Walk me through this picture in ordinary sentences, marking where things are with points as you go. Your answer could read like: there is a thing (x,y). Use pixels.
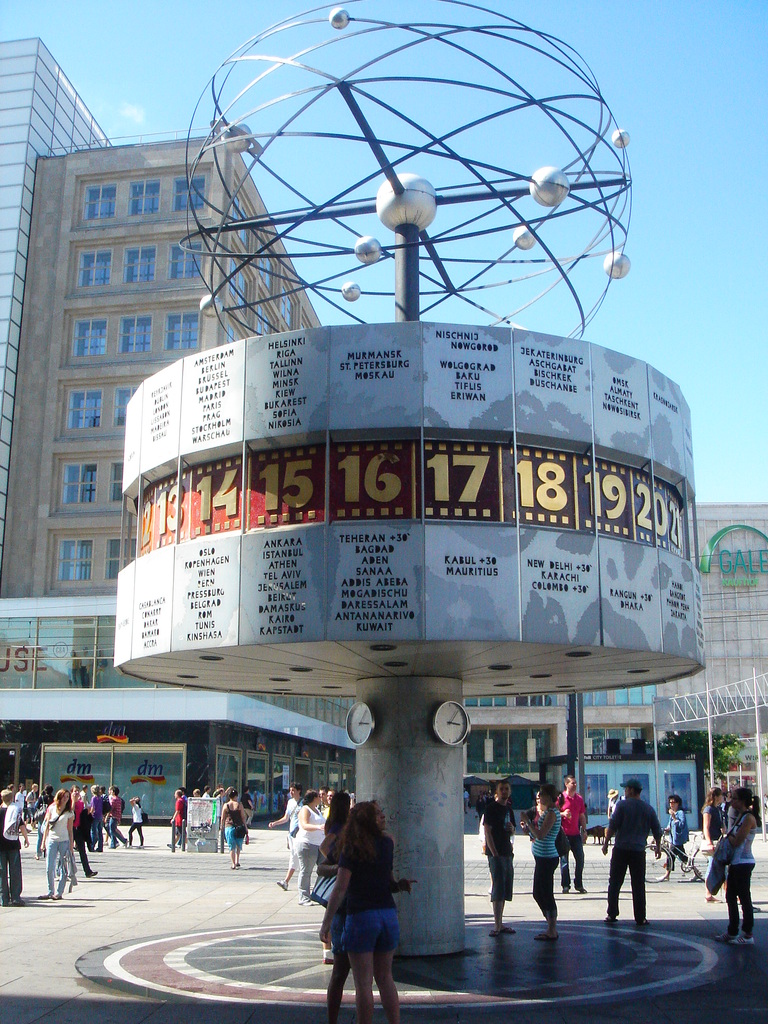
In this image, we can see an architecture (433,569) with clocks (454,735). At the bottom of the image (395,999), we can see people (333,919) are on the path (307,955). Background (24,736) we can see tree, rods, buildings (765,586), walls (589,711), glass windows (38,619) and sky (474,230).
